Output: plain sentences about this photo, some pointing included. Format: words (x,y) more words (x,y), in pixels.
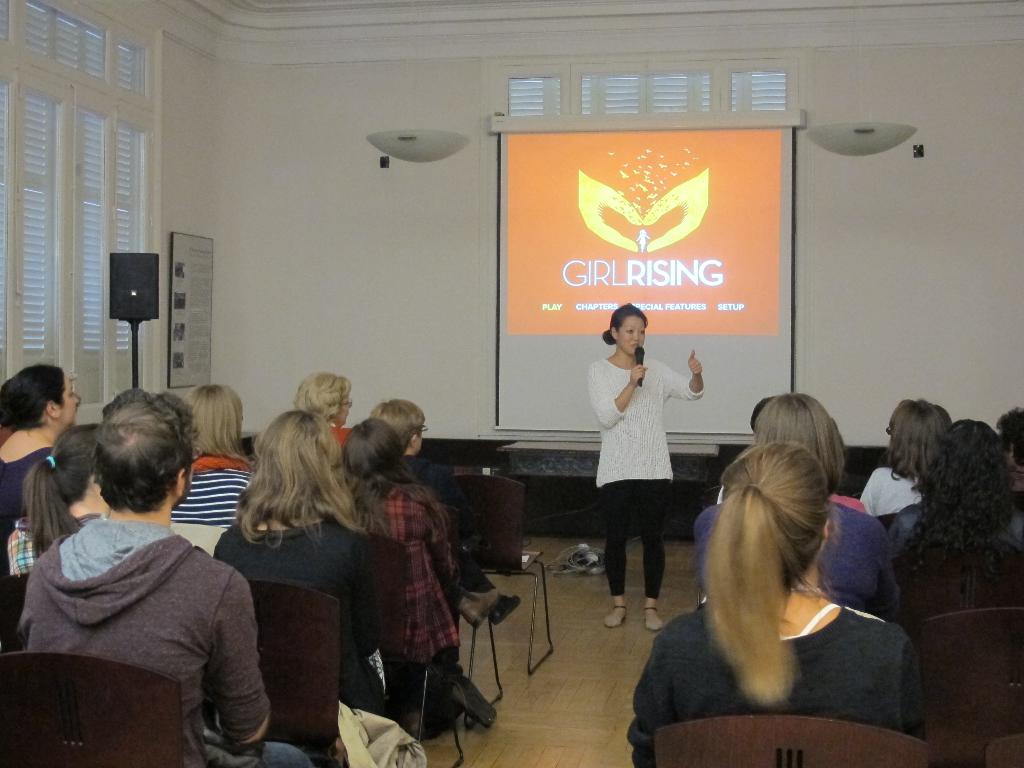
This image is clicked inside a room (370,274). There are windows (113,209) on the left side (109,282). There is a screen (545,212) in the middle (548,334). There is a person (621,517) standing and talking something in the middle (663,381). There are so many persons (723,551) in the middle (440,503), who are sitting on chairs (13,767).
